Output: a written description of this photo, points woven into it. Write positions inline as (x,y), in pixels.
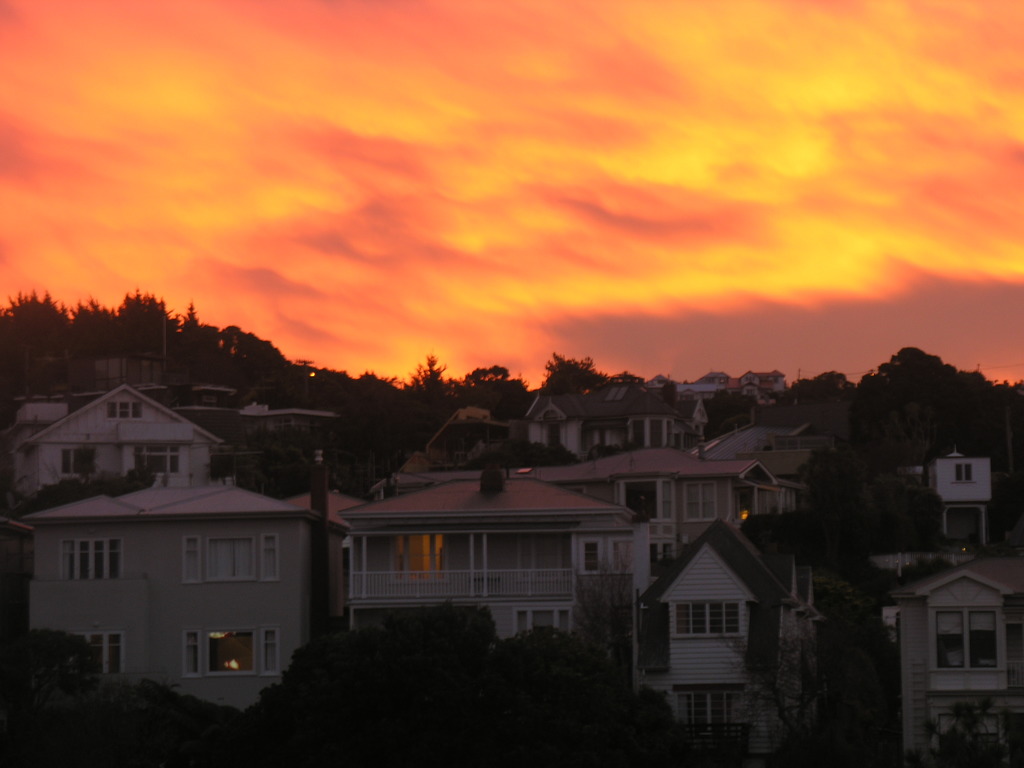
In the image there are many houses (269,575) with roofs (666,471), windows (198,574), pillars (363,585) and balcony (461,594). And also there are many trees (117,330) and poles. And to the top of the image (402,247) there is a sky (379,127) with clouds (706,182).
